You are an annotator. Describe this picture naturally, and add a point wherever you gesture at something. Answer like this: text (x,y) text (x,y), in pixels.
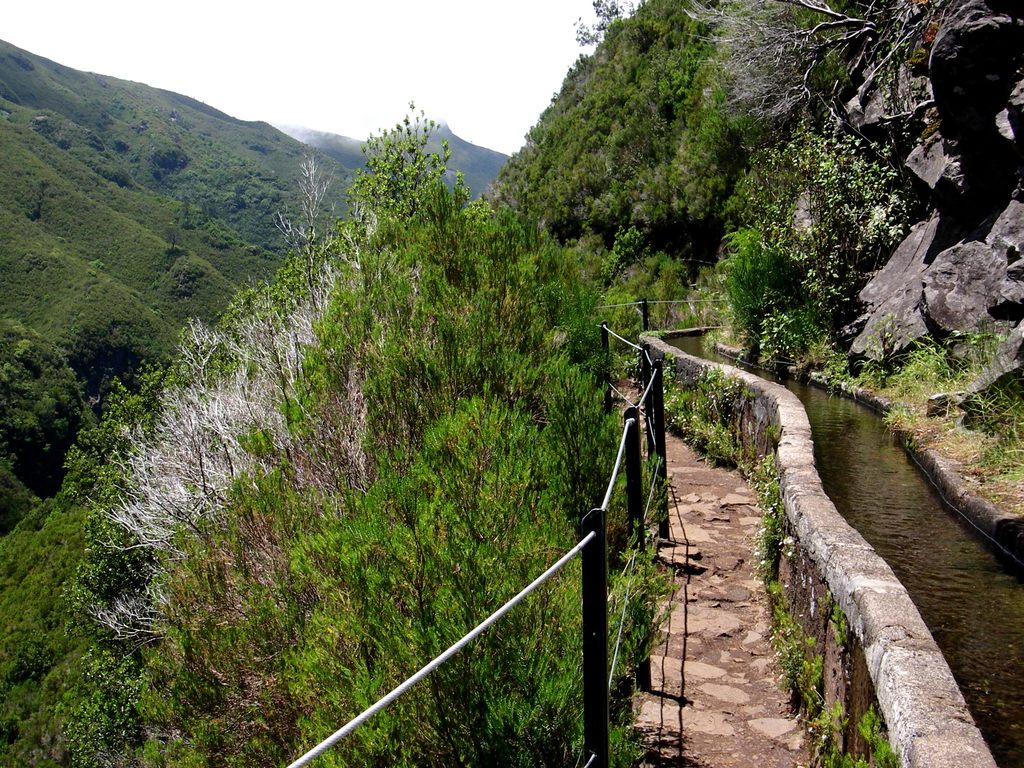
This picture is clicked outside. In the center (678,511) we can see an alley (781,729) and a water body (990,695). On the left (168,551) we can see the trees (377,419) and the metal rods (594,529). On the right (907,168) we can see the rocks (940,167), plants (865,260). In the background (252,34) we can see the sky (548,47) and the rocks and the green grass (244,178).
